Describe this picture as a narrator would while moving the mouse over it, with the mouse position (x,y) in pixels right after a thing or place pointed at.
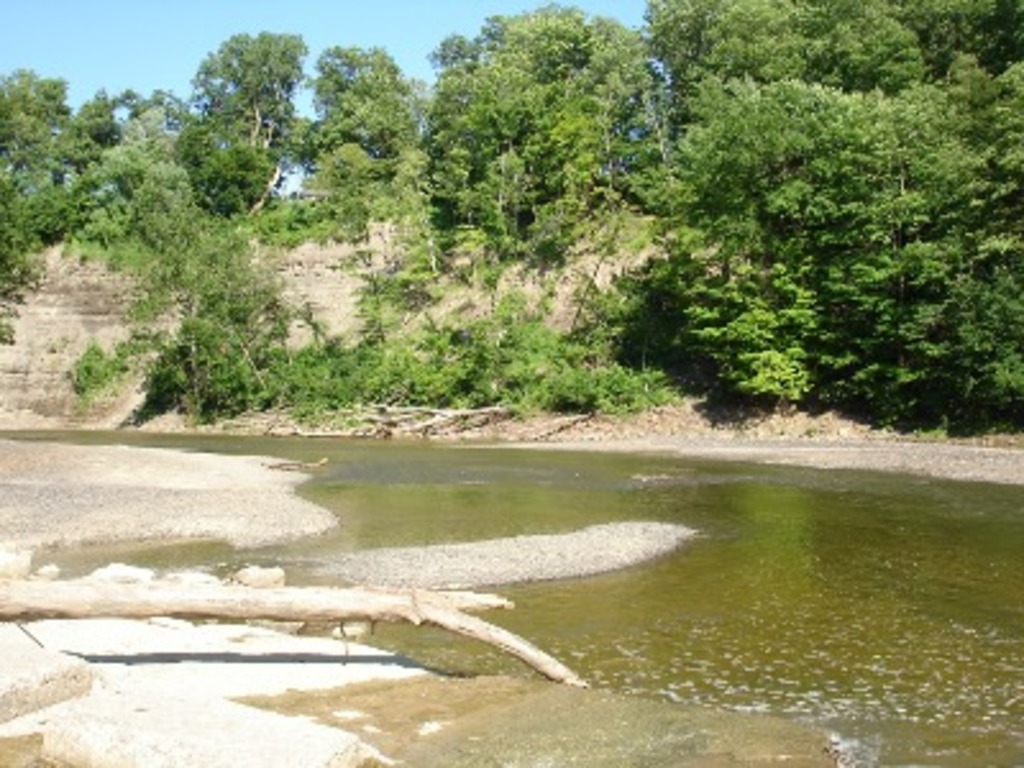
In this image on the foreground (661,586) there is water body (461,651). Here is a wood log (361,589). In the background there are trees (182,195). The sky (164,43) is clear.
